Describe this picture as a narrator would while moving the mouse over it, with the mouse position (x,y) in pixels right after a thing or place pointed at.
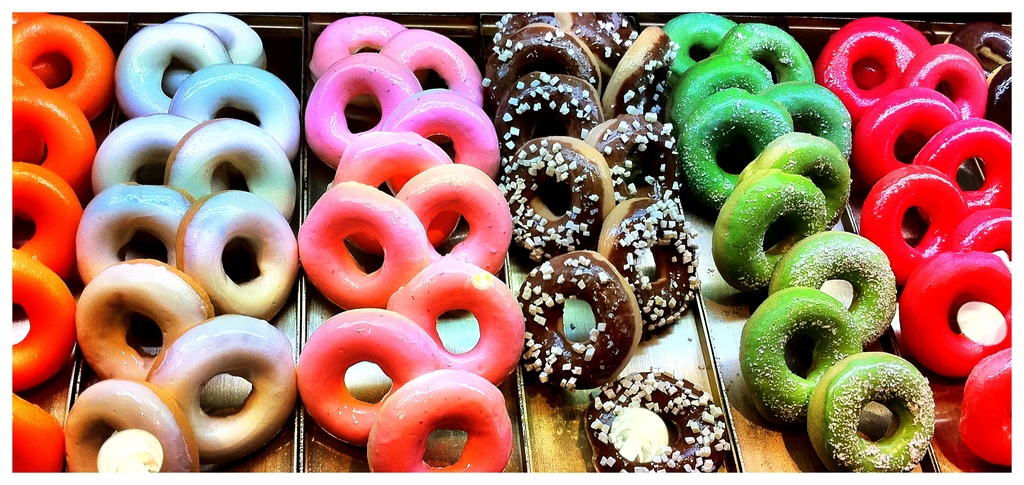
In this image we can see different colors of doughnut (57,154) in separate plates (290,24).
